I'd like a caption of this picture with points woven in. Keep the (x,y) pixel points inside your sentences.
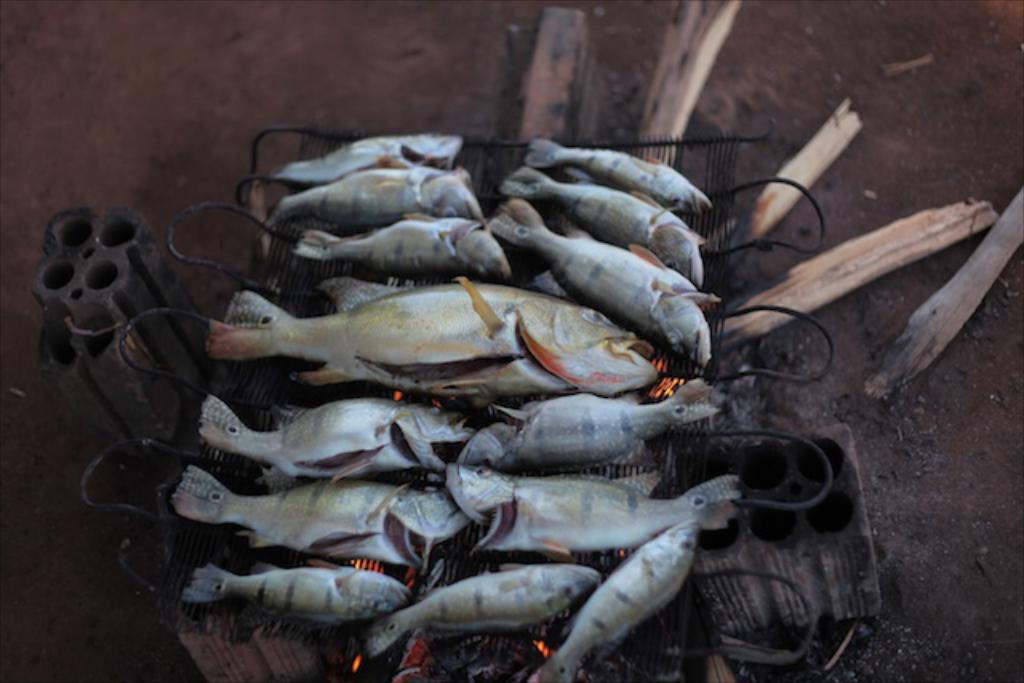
In the picture I can see fishes (468,474) on a grill (425,277). I can also see wooden objects (775,192) and some other objects (174,403).
